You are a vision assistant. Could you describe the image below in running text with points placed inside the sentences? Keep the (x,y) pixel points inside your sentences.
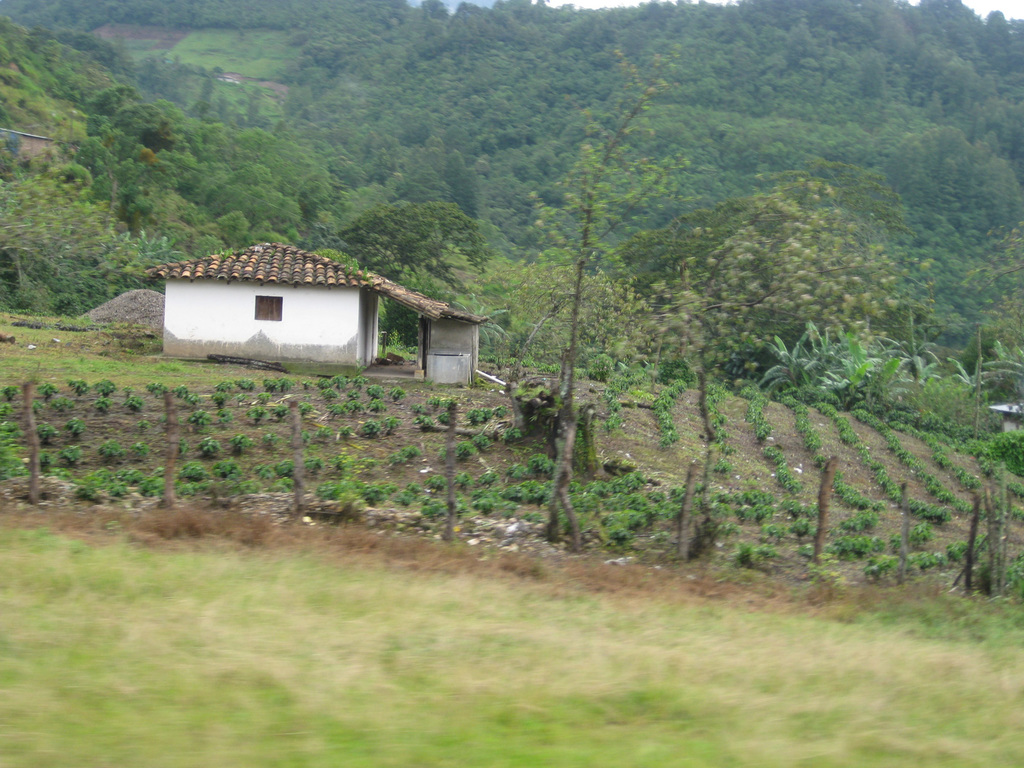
In this image we can see a building (362,327), shrubs (192,422), wooden fences (173,404), trees (503,297), hills (585,71) and sky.
